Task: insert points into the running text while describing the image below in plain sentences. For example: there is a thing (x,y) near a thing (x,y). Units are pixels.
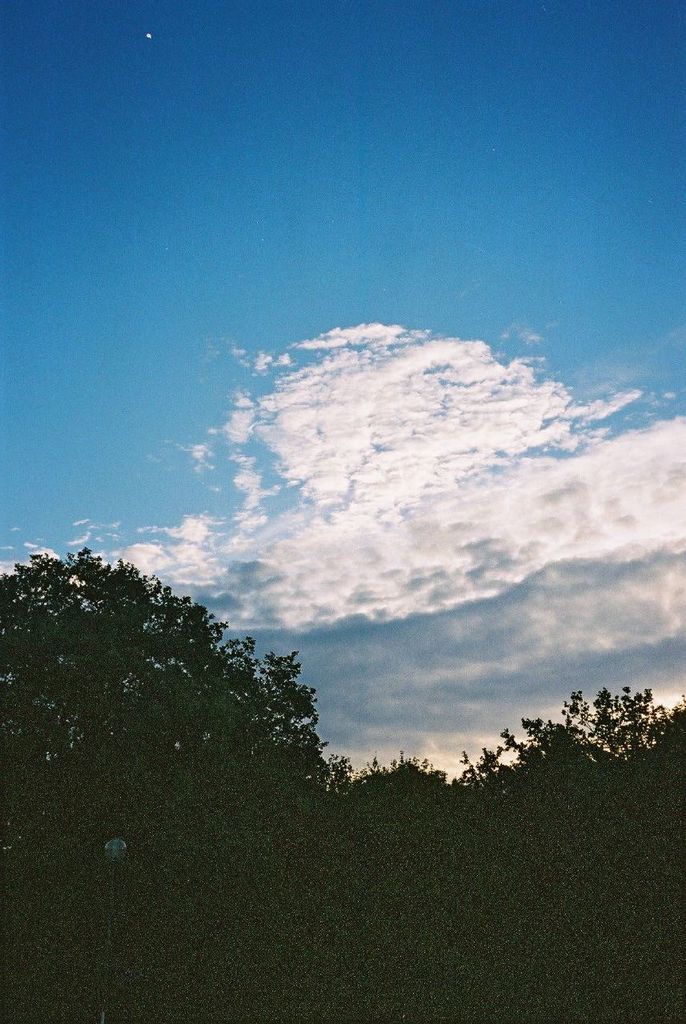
At the bottom of the image (607,701) there are some trees (22,575). At the top of the image (485,119) there are some clouds (299,509) and sky (86,482).
